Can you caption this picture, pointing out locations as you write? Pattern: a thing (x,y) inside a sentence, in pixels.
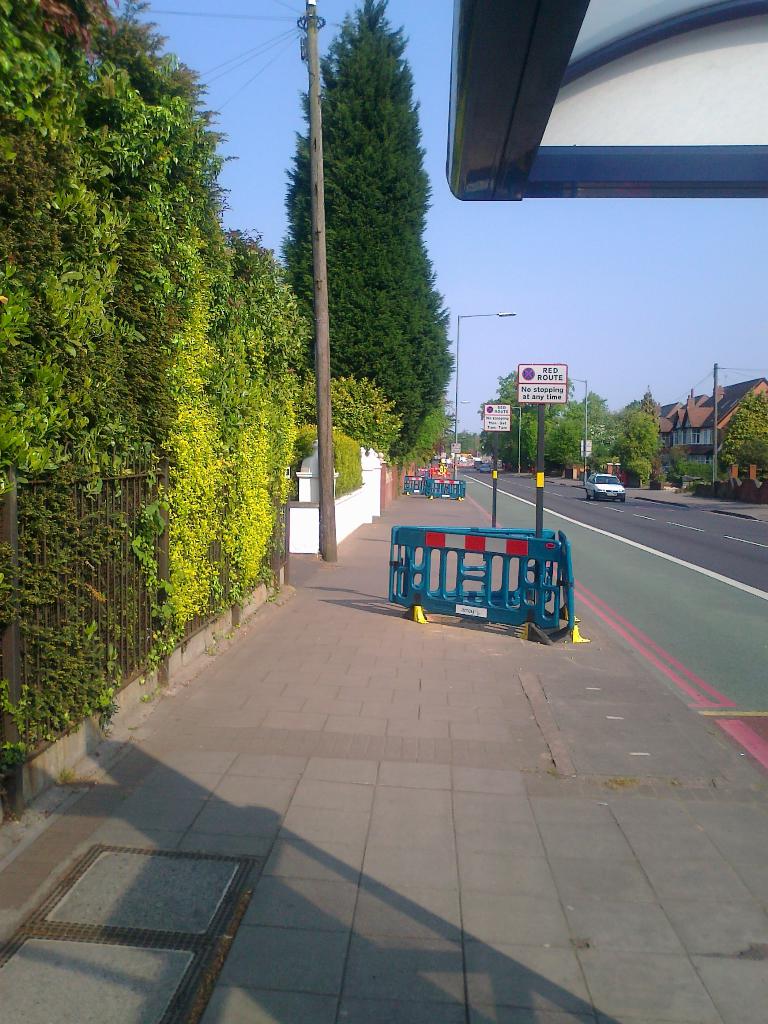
In the image, there is a road (749,698) and there is a vehicle (607,493) moving on the road (669,608), beside the road (512,518) on a footpath (488,649) there are two caution boards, a street light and beside the street light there are plenty of trees (440,399) and on the other side of the road (591,501) there is a big house (672,417) and few trees (644,426) around the house (723,406).
